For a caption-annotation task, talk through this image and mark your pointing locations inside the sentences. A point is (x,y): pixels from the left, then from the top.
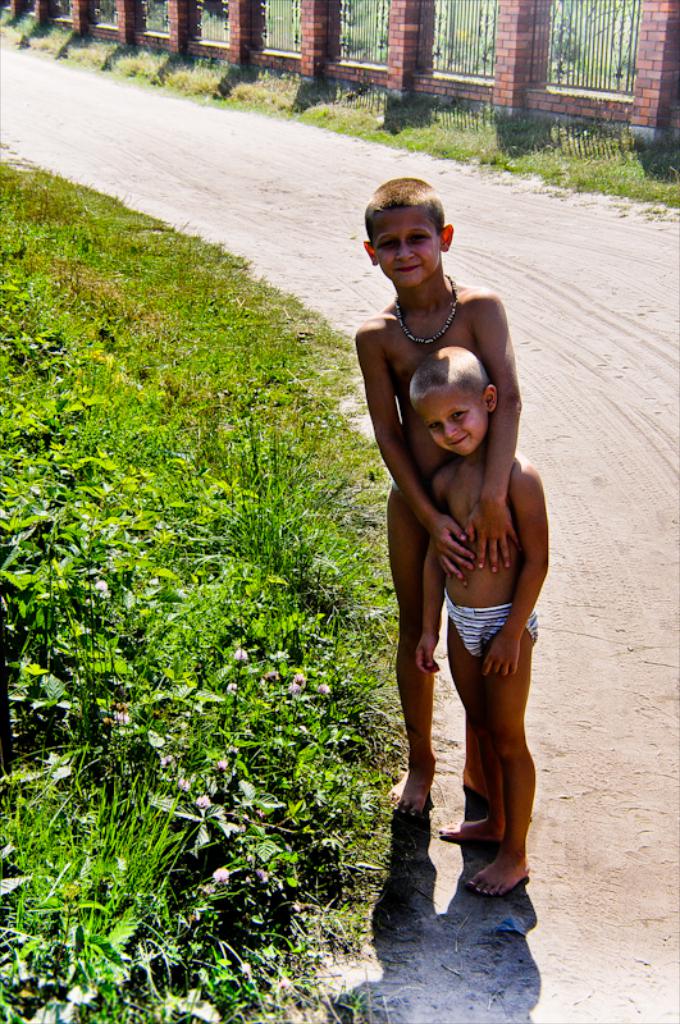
In the center of the image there are two kids (429,767) standing on the road (536,274). To the left side of the image (63,473) there is grass (159,416). In the background of the image (528,63) there is fencing (512,59).
